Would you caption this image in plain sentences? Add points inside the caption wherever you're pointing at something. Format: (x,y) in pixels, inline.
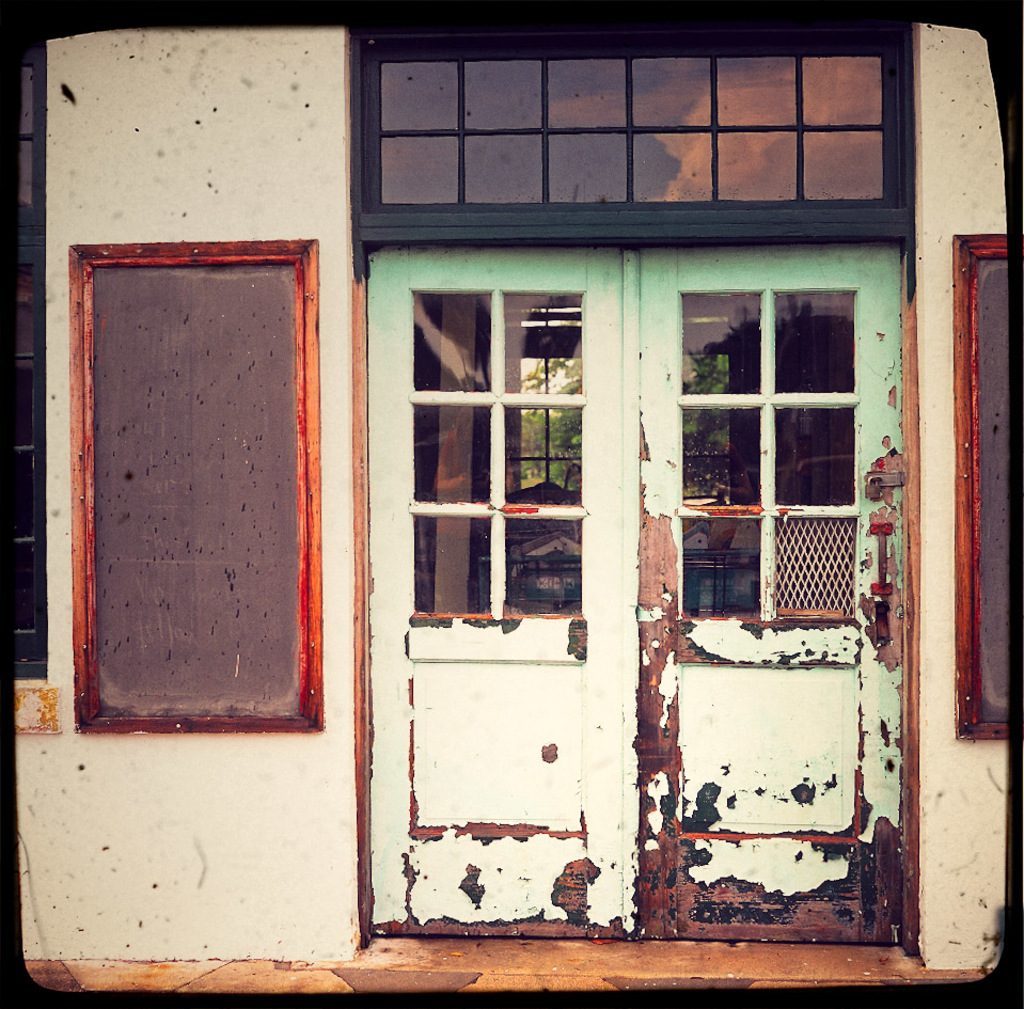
In this image I can see the doors (475,738), window (639,123) and few boards (204,554) are attached to the wall (252,111). In the background (575,411) I can see few trees (694,367) and few objects (542,553).
